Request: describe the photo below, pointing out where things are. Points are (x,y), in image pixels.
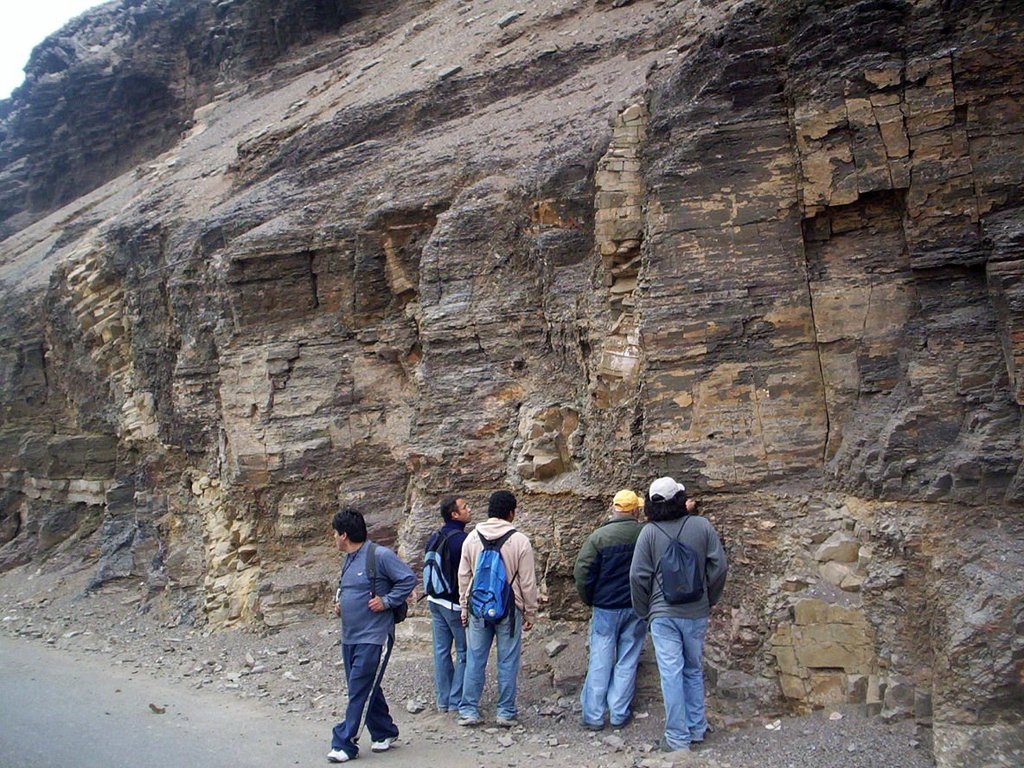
In this image we can see these people (691,718) wearing T-shirts (709,565), backpacks (692,594) and shoes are standing here. Here we can see the road (72,711) and the rock hills (630,350) in the background (387,355).
